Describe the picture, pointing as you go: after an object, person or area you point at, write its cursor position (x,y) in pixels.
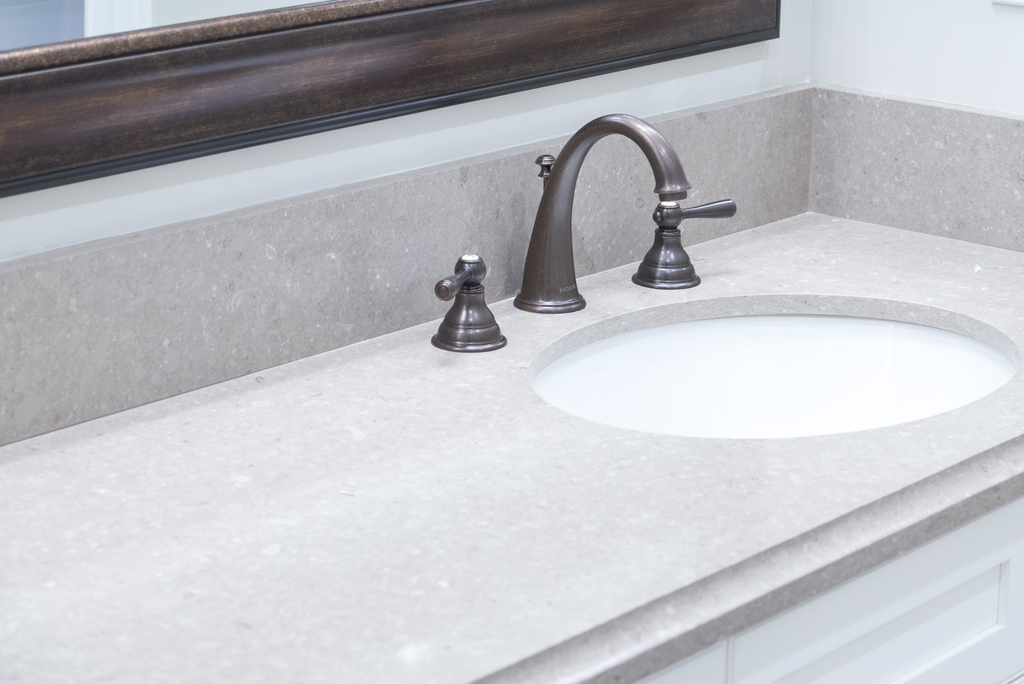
In this picture we can see a tap (545,301), sink (687,328) and a wooden object (589,34) in the background (317,78). We can see two handles (463,285) on both sides of a tap (595,137).
